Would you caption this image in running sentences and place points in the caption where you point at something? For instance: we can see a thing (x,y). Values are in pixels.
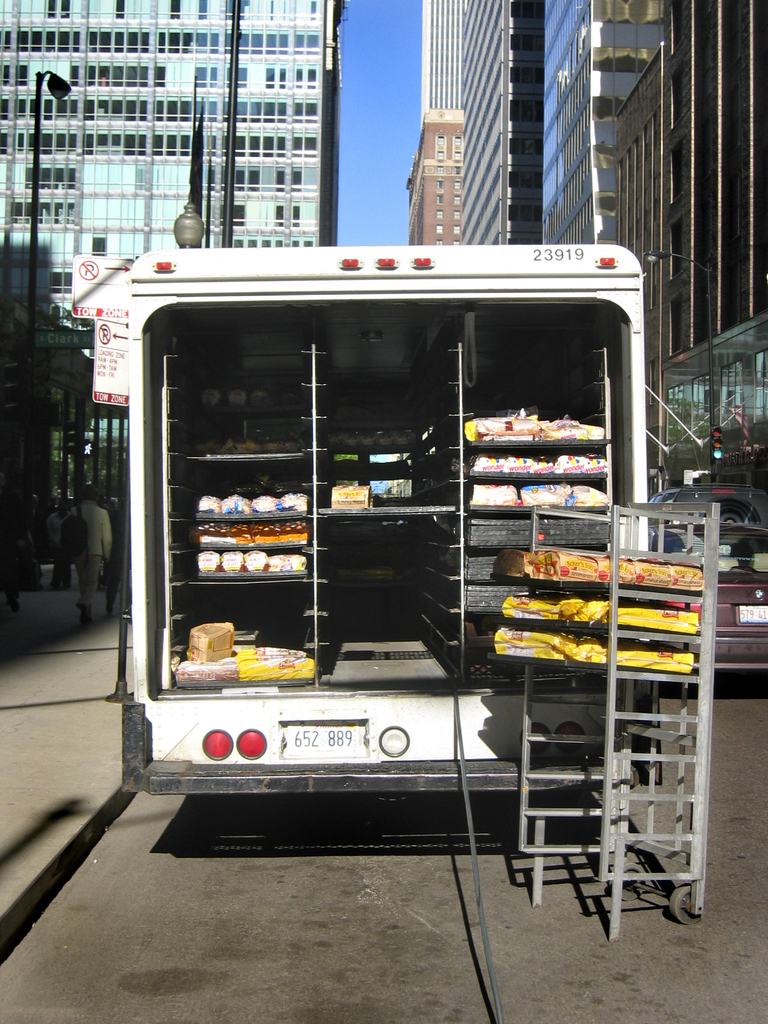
In this picture I can observe a vehicle (268,330). There are some racks (307,547) in this vehicle (294,416). I can observe some poles (36,171). In the background (190,96) there are buildings (430,111) and a sky (367,116).
